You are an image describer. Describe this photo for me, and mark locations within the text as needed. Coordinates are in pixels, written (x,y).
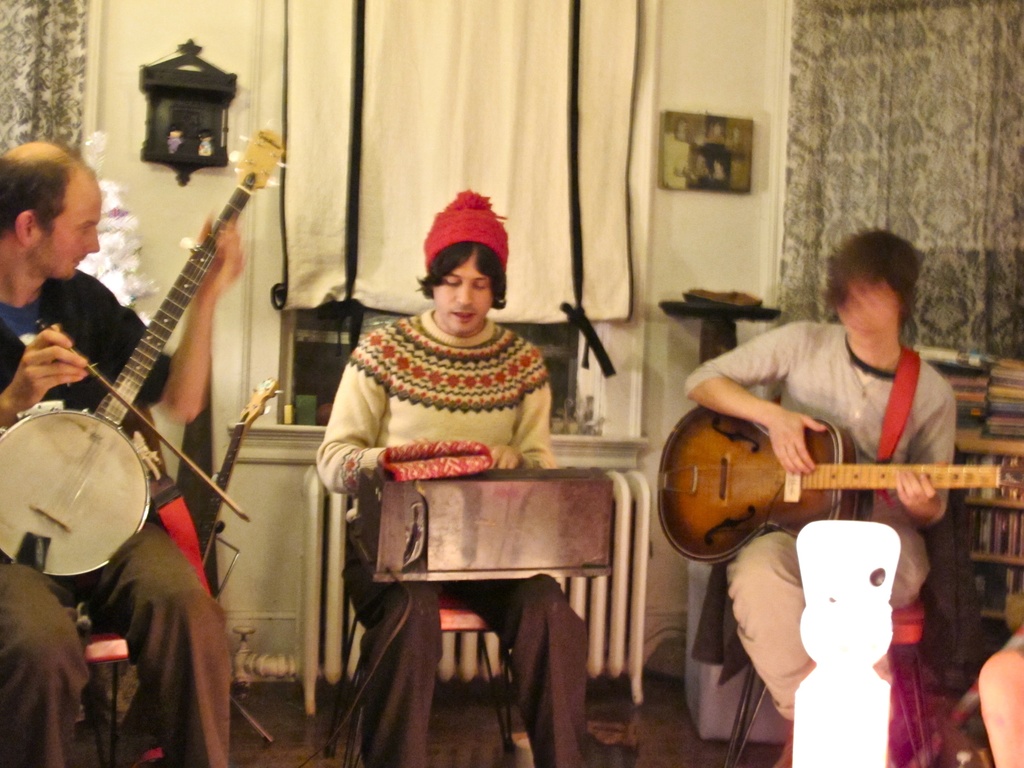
In the picture we can see three men (496,350) are sitting on a chair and playing a music. This is a guitar (717,457).
